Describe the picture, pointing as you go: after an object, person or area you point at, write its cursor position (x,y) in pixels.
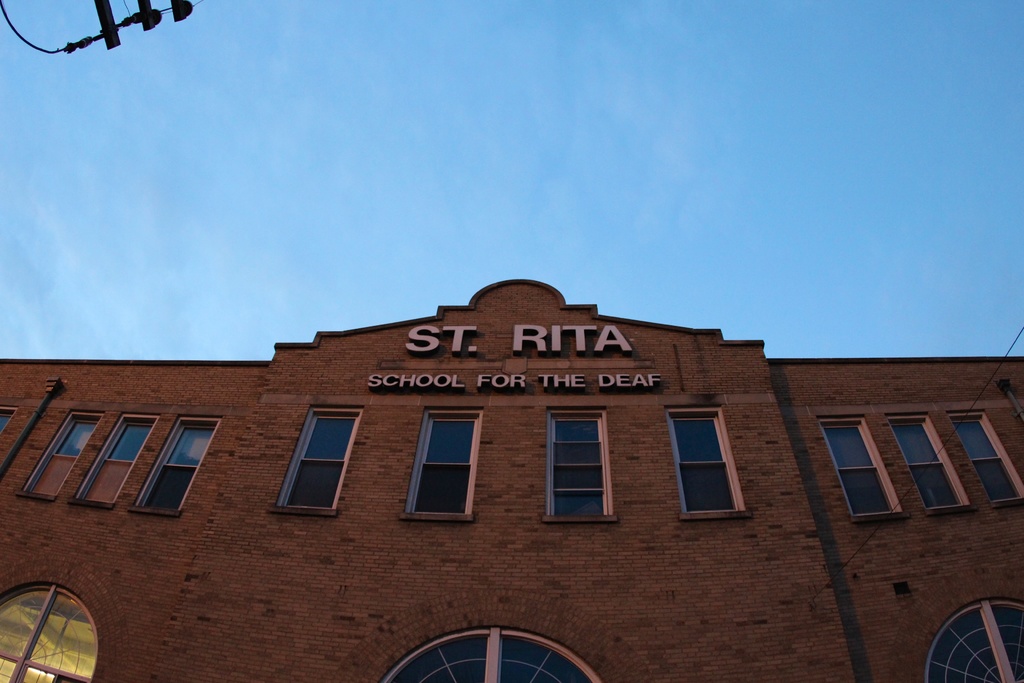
In the picture I can see a building (500,500) which has st. Rita school for the deaf written on it and there is an object (109,24) in the left top corner (109,24).
